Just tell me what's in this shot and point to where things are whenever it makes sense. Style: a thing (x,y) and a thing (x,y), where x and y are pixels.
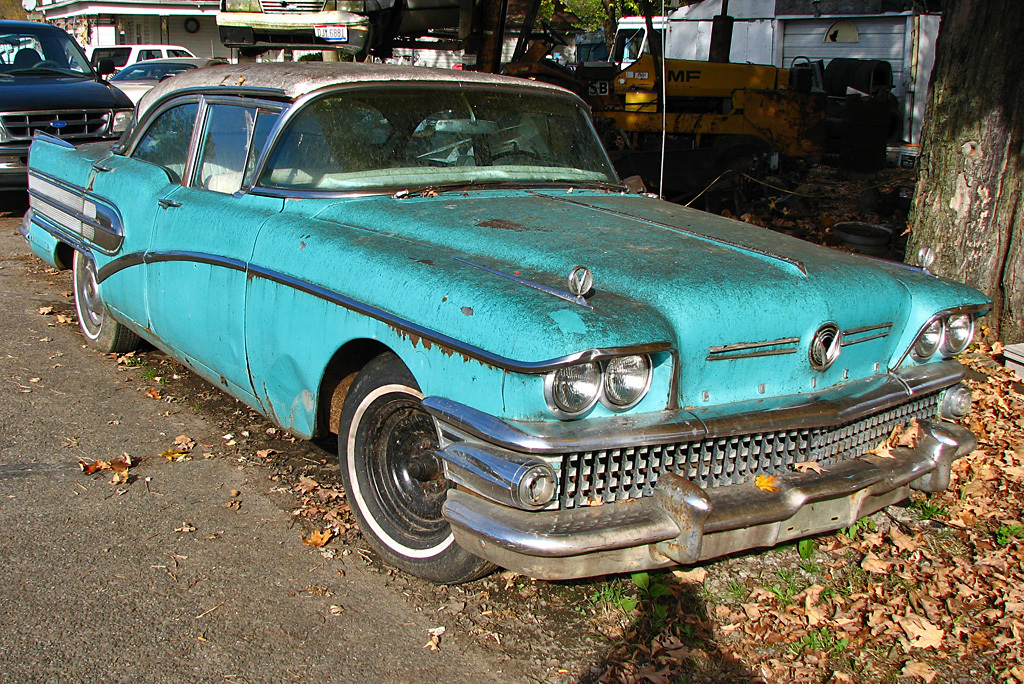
This is an outside view. Here I can see few cars (174,192) on the road (180,562). On the right side (993,277), I can see a tree trunk (971,154) and many leaves (911,609) on the ground (843,599). In the background (540,25) there are some buildings (159,23) and trees (549,15).
